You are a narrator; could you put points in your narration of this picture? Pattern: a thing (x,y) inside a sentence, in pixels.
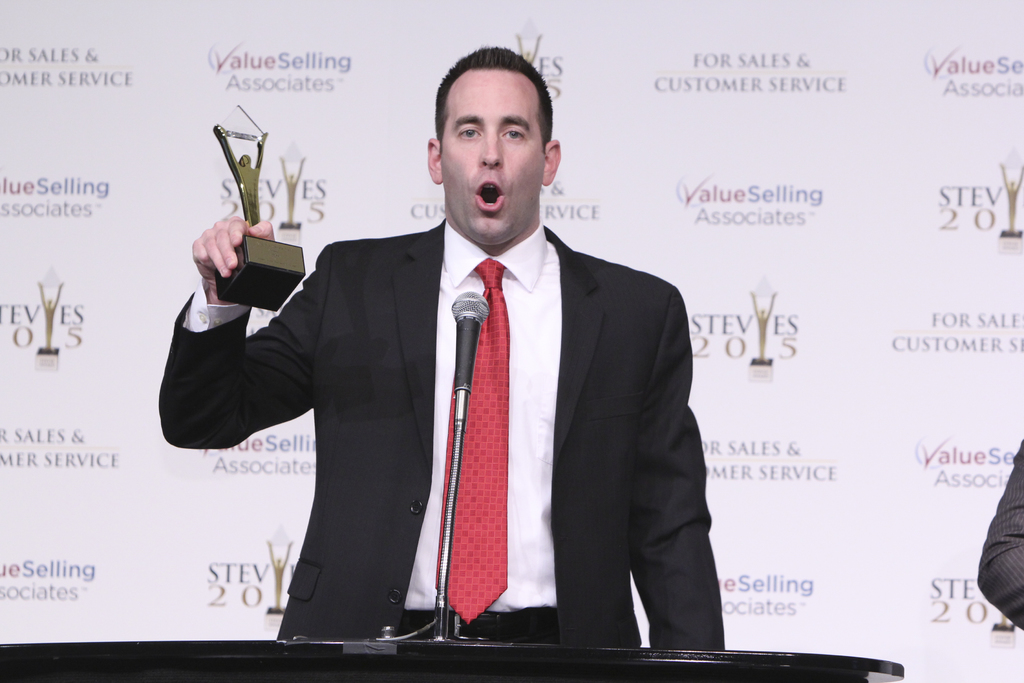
In this image we can see a person (370,308) holding trophy (268,258), in front of him there is a table (308,641), and a mic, behind to him, there is a board (783,342) with text (717,354) and images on it, also we can see the hand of a person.
